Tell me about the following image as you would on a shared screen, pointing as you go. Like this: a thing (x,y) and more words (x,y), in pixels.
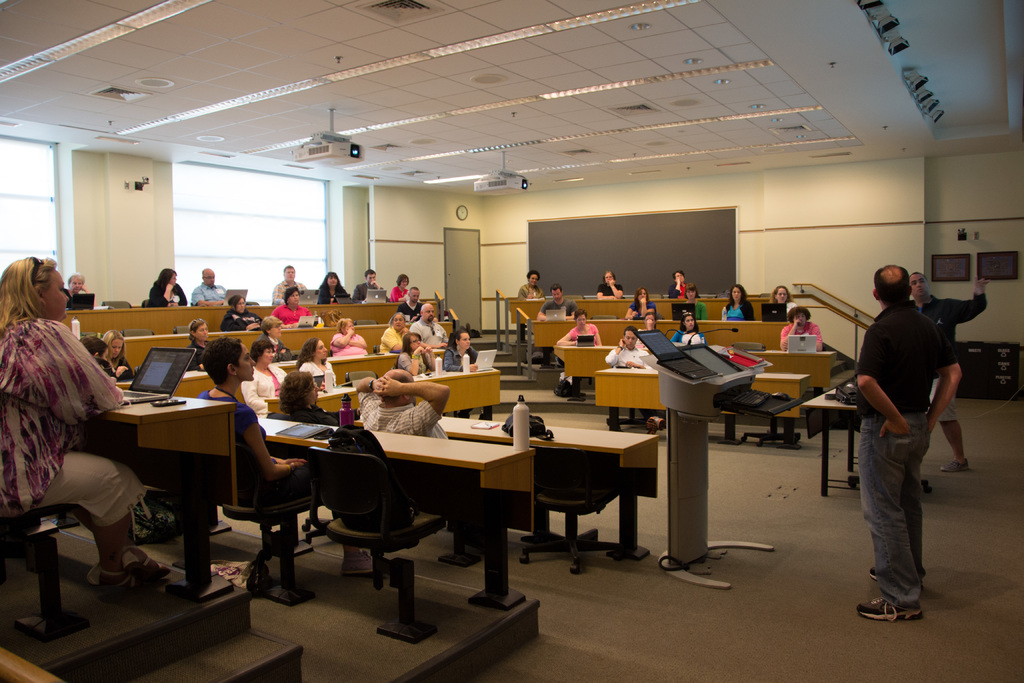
In this picture there are a group of people (286,299) sitting and they have a laptop (670,373) in front of them there are two people (891,329) standing here.
